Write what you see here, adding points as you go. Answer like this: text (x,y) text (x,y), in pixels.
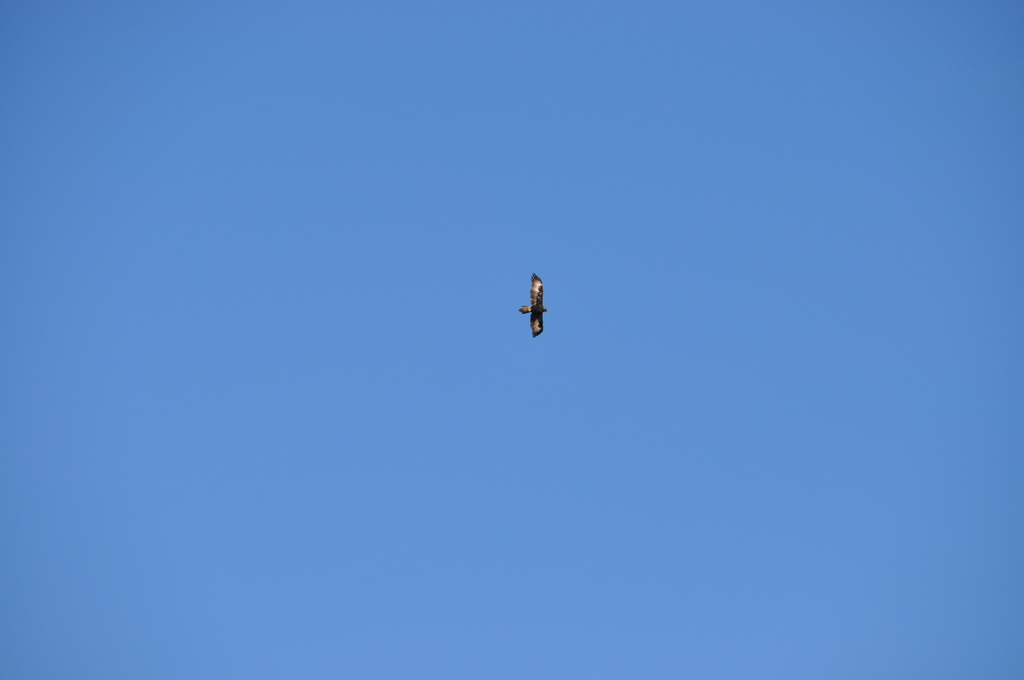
This image consists of sky (650,450). There is a bird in the middle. It has feathers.
